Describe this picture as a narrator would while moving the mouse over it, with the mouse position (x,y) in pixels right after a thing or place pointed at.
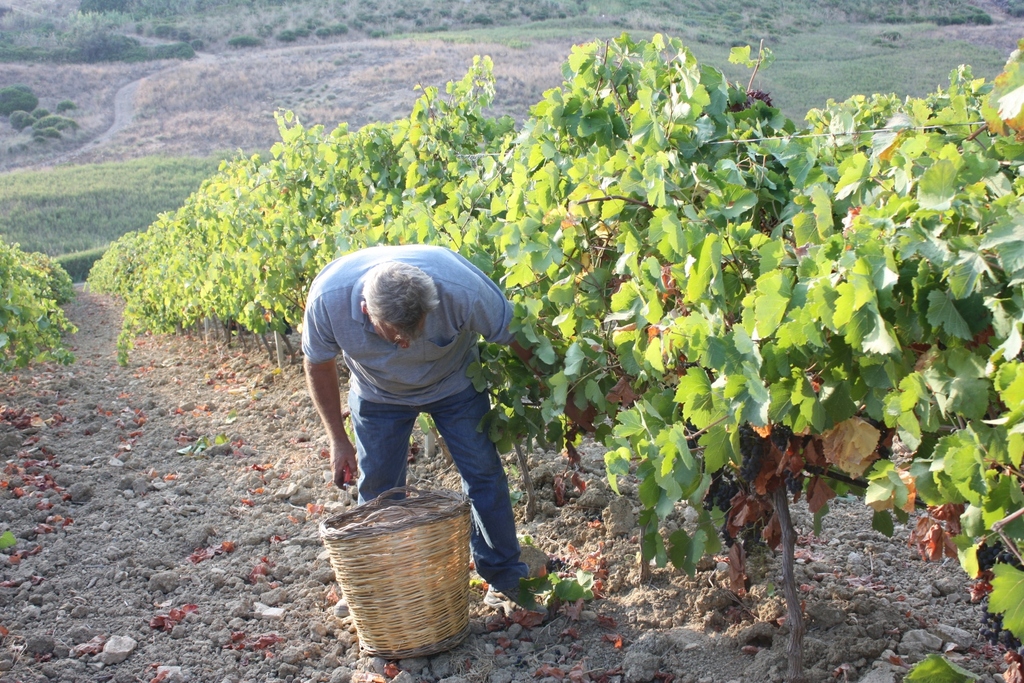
In this image I can see the person (330,404) with the blue color dress (369,423). In-front of the person (396,416) I can see the wooden bucket (380,606). To the side of the person (409,425) I can see the plants (371,199). In the background (162,139) I can see the grass (98,133) and the plants (65,107).
